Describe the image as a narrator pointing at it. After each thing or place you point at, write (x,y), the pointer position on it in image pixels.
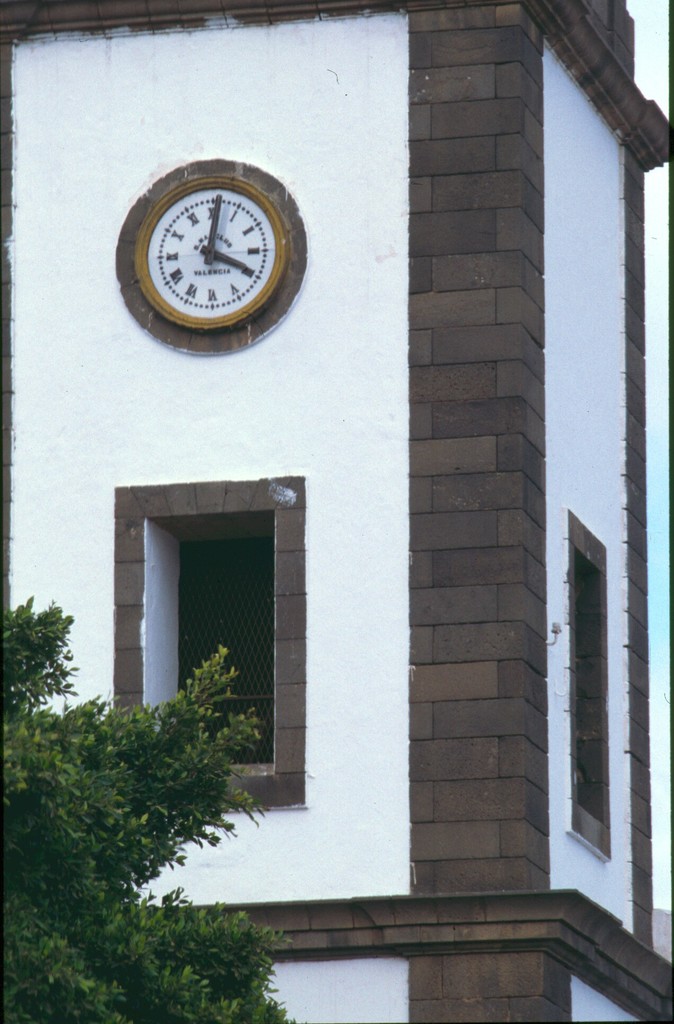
In this picture we can see clock (237,263) on the wall (266,425), and also we can see a tree (144,777).
